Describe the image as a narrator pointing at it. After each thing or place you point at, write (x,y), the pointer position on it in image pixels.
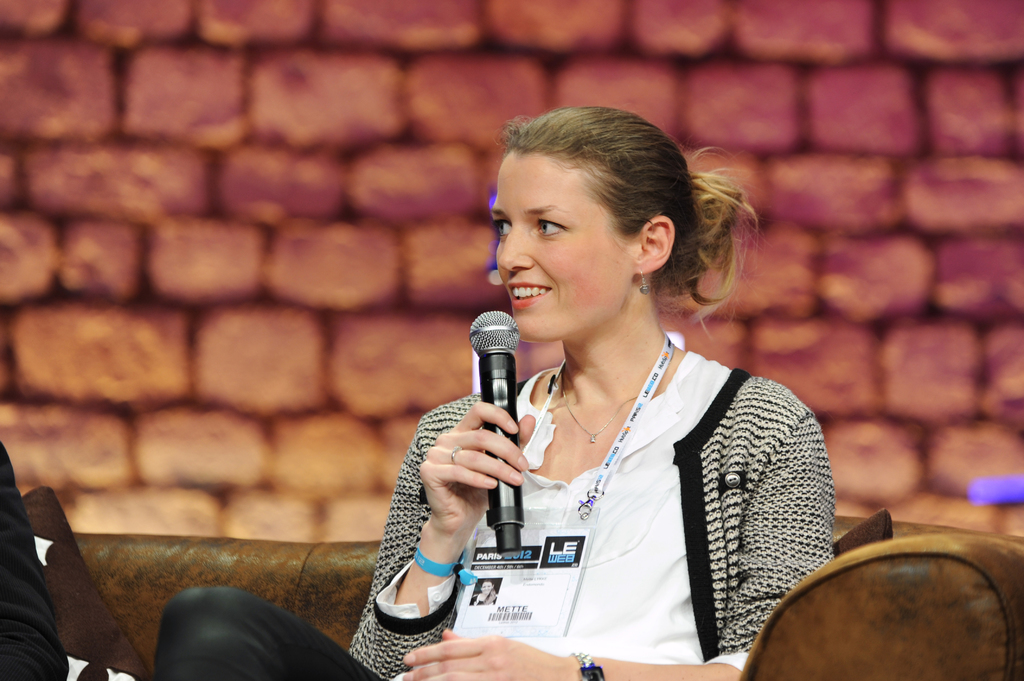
In the image we can see there is a woman (607,233) who is sitting and she is holding a mike (504,354) in her hand (511,455).
